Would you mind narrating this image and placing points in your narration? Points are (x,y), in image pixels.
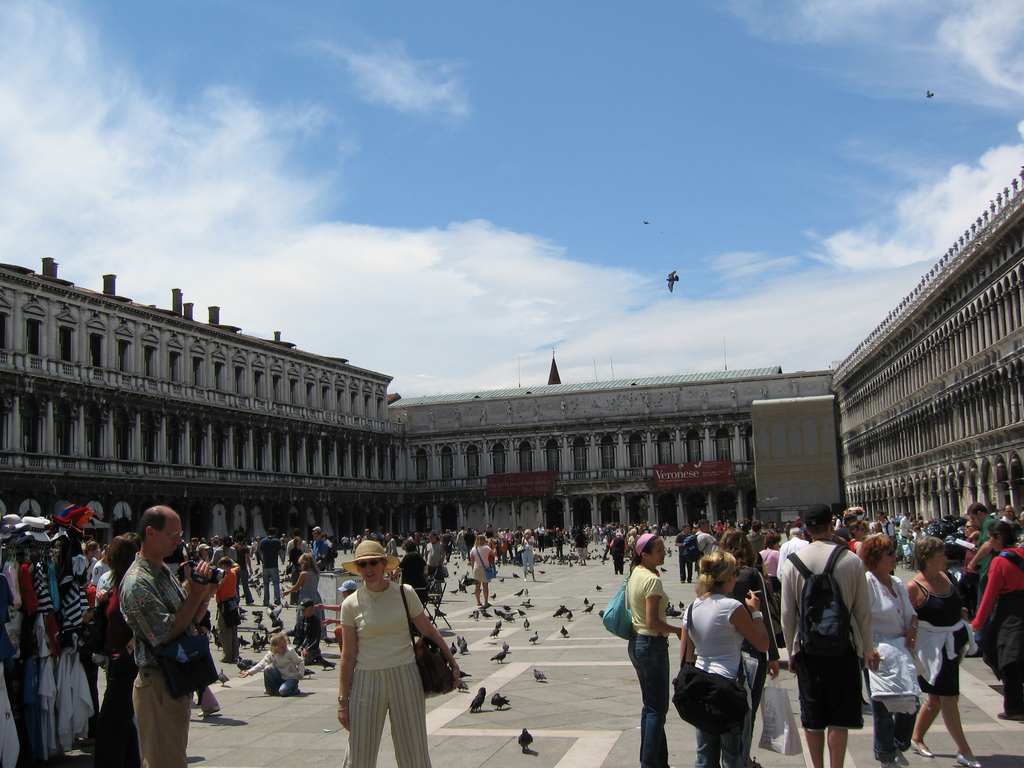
In this image, we can see buildings (785,390), there are some people (1014,569) standing and we can see some birds (462,681) on the ground (495,606). At the top (522,15) we can see the sky (522,15).
